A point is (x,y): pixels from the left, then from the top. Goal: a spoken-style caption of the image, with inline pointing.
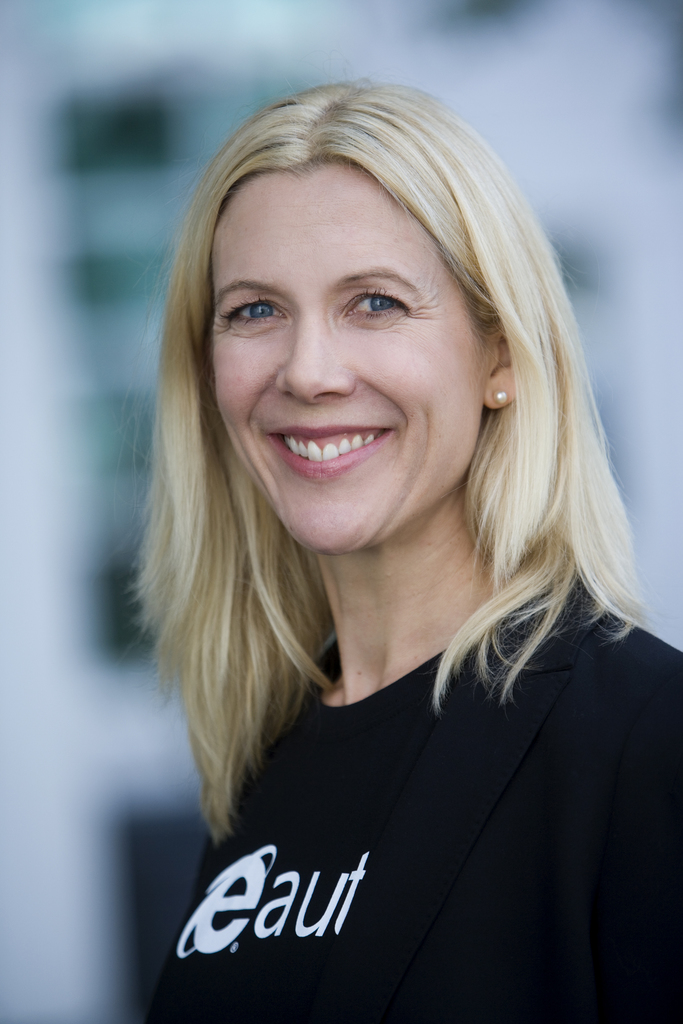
In picture we can see a woman (326,458) who is wearing earring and black t-shirt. She is smiling.
